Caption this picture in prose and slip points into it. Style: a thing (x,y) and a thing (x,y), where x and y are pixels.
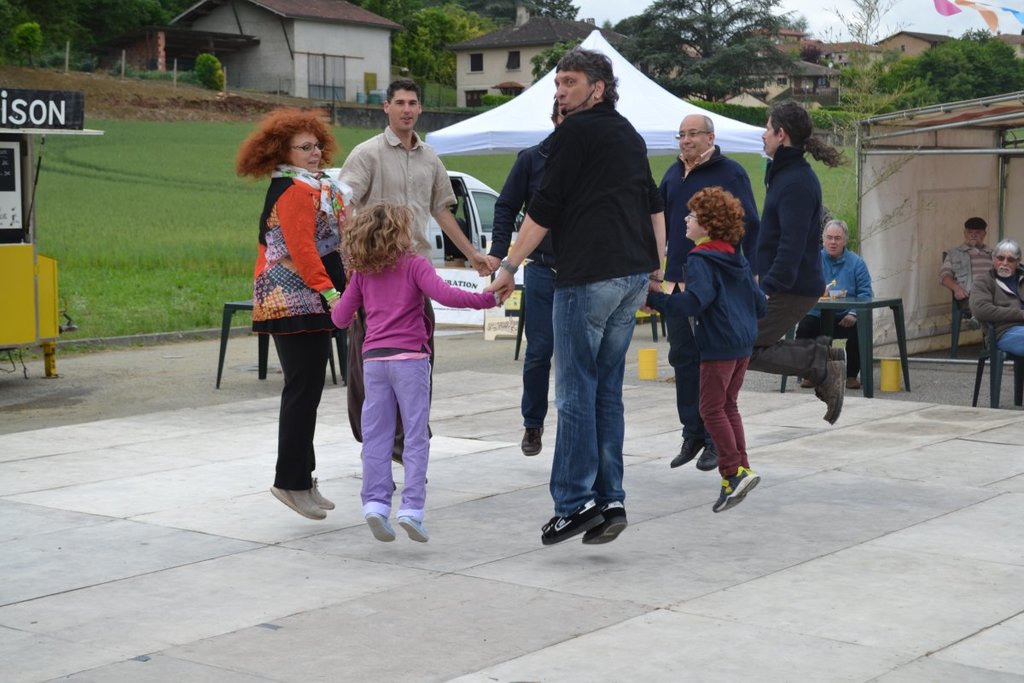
In the center of the image (541,366) we can see people (508,293) holding their hands (488,257) and jumping. We can see some of them are sitting and there is a table (898,327). In the background (550,122) there is a tent (544,132), car (437,261), grass (188,180) and buildings (151,39). At the top (890,33) there is sky (812,26).
